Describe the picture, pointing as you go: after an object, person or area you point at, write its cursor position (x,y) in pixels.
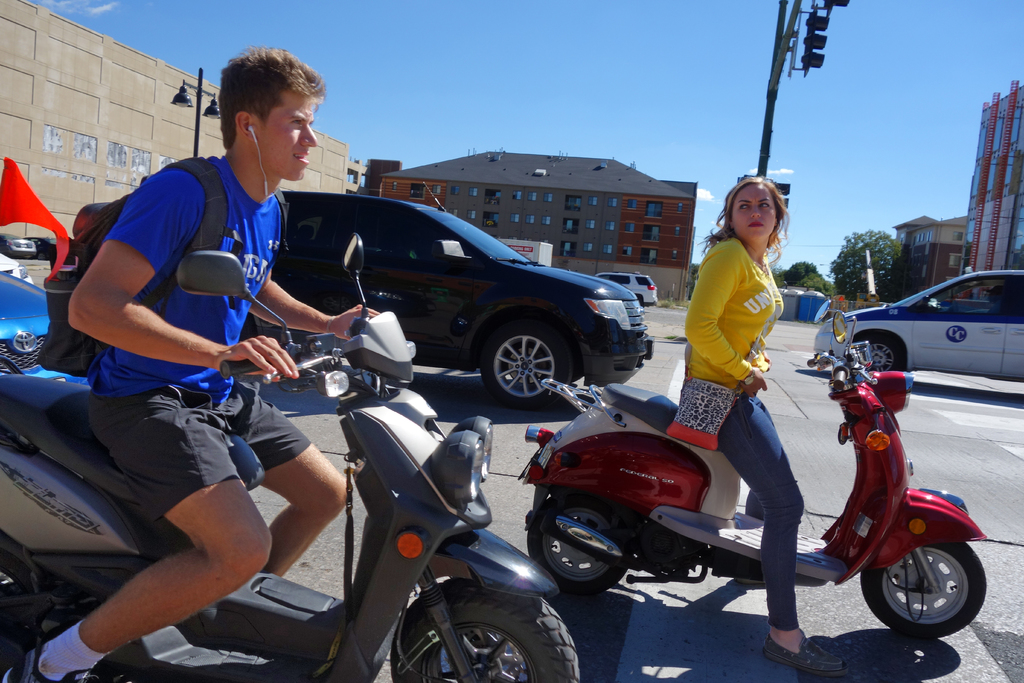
This is a picture outside a city (168,80) on the road (604,621). In the center of the image (615,436) a woman (775,593) on scooter (680,447) is standing and looking somewhere. On the left (96,407) there is a man (163,460) on scooter (254,467) and driving. On the left (35,338) there is a car (36,327). In the center of the image (471,350) there is a black car (467,312). In the background (635,209) there is a building (490,215). In the center of the image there is a signal (771,92). Sky (604,97) is clear.
